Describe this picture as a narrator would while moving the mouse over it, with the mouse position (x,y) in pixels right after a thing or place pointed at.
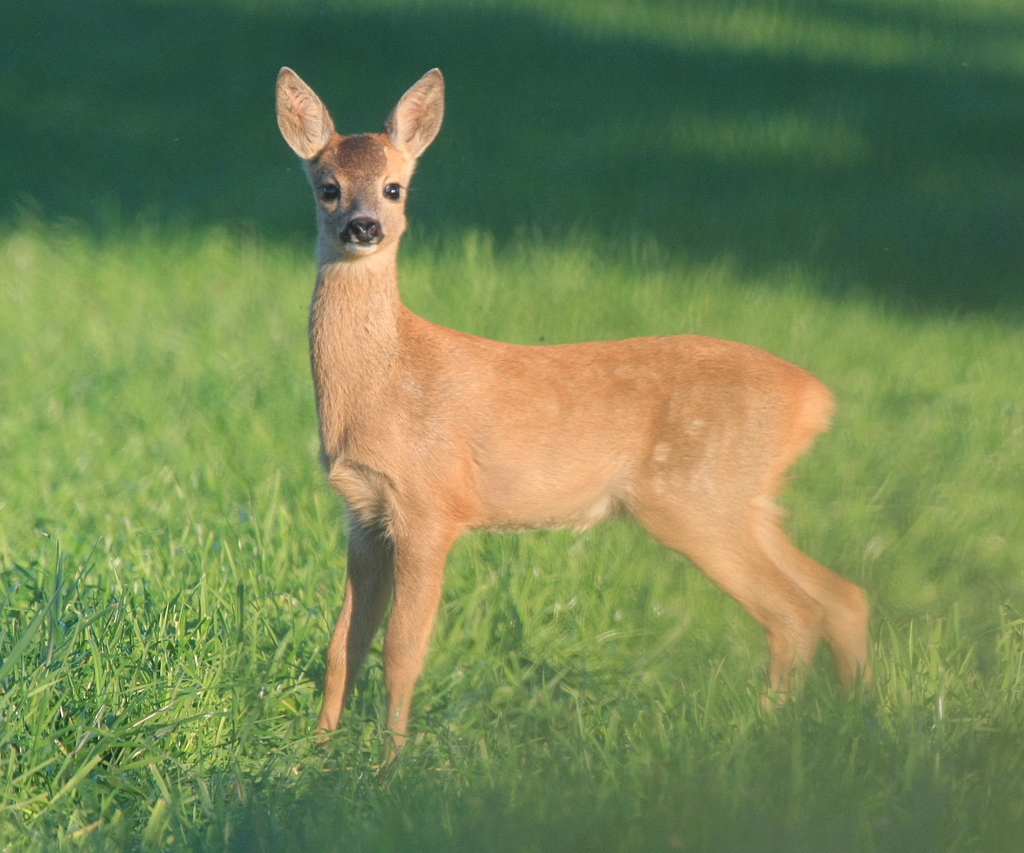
This image consists of a deer (486,433). At the bottom (282,729), there is green grass (655,669). The deer (506,462) is in brown color.
